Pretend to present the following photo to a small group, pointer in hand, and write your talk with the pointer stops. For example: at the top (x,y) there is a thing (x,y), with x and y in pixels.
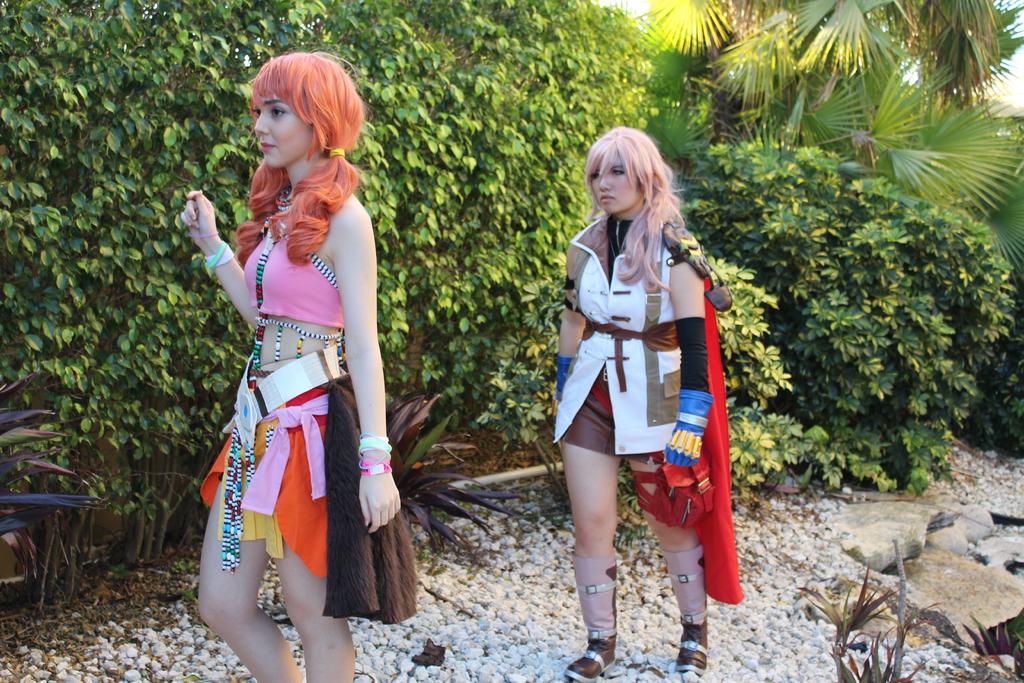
In this picture there are two girls (275,470) standing. At the back (23,279) there are trees (491,209). At the top (1019,94) there is sky (1021,67). At the bottom (535,638) there are stones (568,569) and plants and there is a pipe (490,477).
